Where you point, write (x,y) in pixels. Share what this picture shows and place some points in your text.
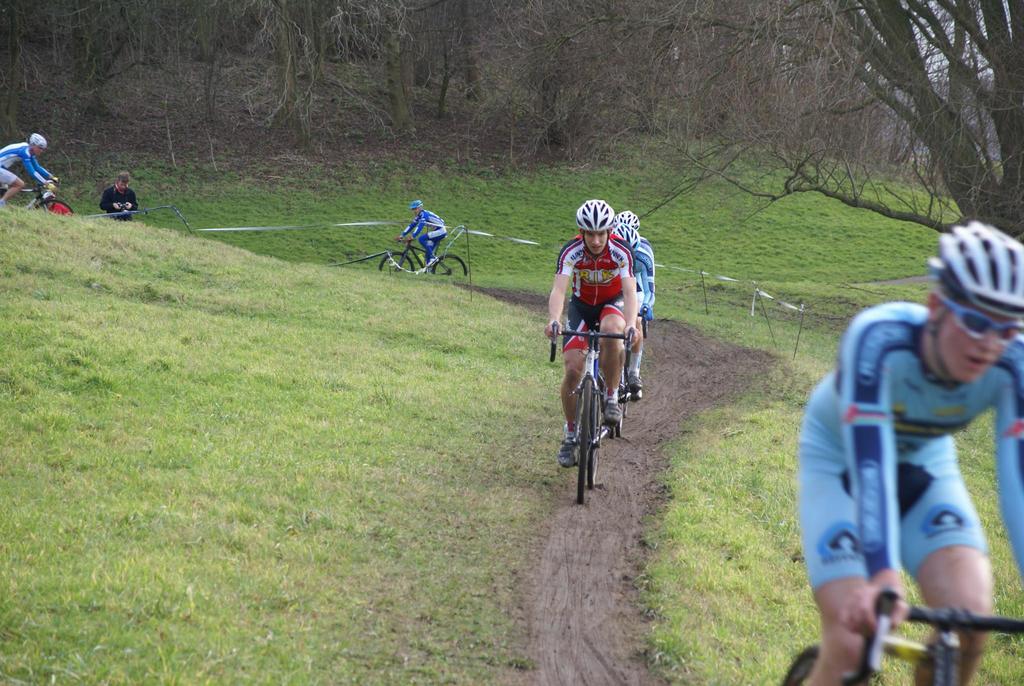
There are many people (584,248) wearing helmets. Person (955,346) on the right (940,349) is wearing a goggles (966,322). They are riding cycles (882,589). On the ground (471,433) there is grass (718,436). In the back (599,118) there are trees (639,123).
